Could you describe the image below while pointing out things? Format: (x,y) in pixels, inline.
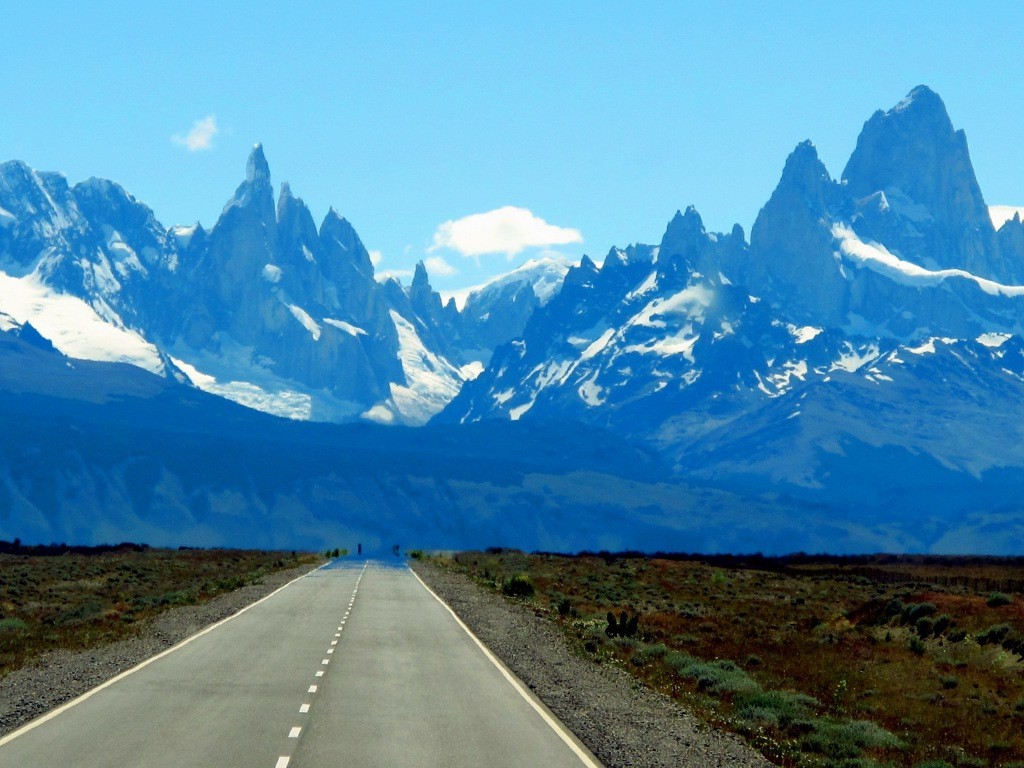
In this picture we can see snow mountains (194,303). At the bottom (395,702) there is a road (407,590), beside that we can see the grass (594,615) and plants (267,555). At the top (423,156) we can see the sky (443,88) and clouds (455,239).
